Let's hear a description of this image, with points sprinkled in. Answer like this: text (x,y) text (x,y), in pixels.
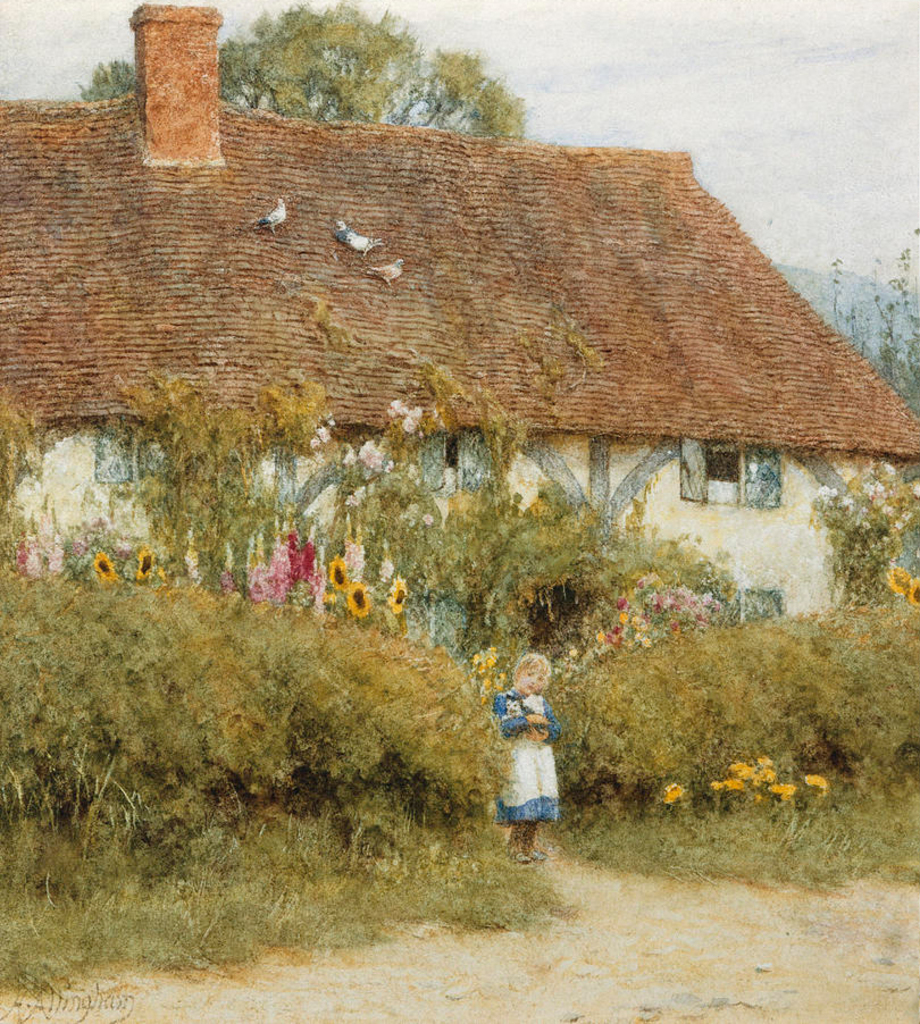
In this image I see a house (398,290) over here and I see the plants (448,580) and I see a girl (525,743) over here and I see the birds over here and in the background (689,83) I see the sky (689,97) and I see the trees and I see few flowers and I see the watermark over here.
